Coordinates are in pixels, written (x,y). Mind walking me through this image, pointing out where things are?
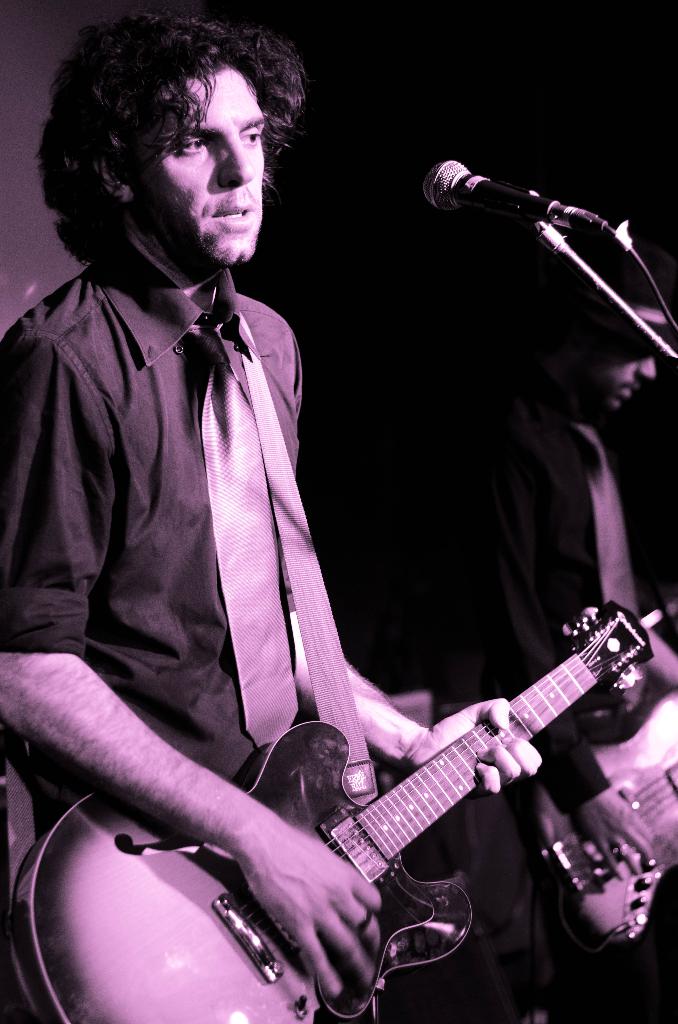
The two persons (291,641) are standing on a stage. They are both playing a musical instruments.
